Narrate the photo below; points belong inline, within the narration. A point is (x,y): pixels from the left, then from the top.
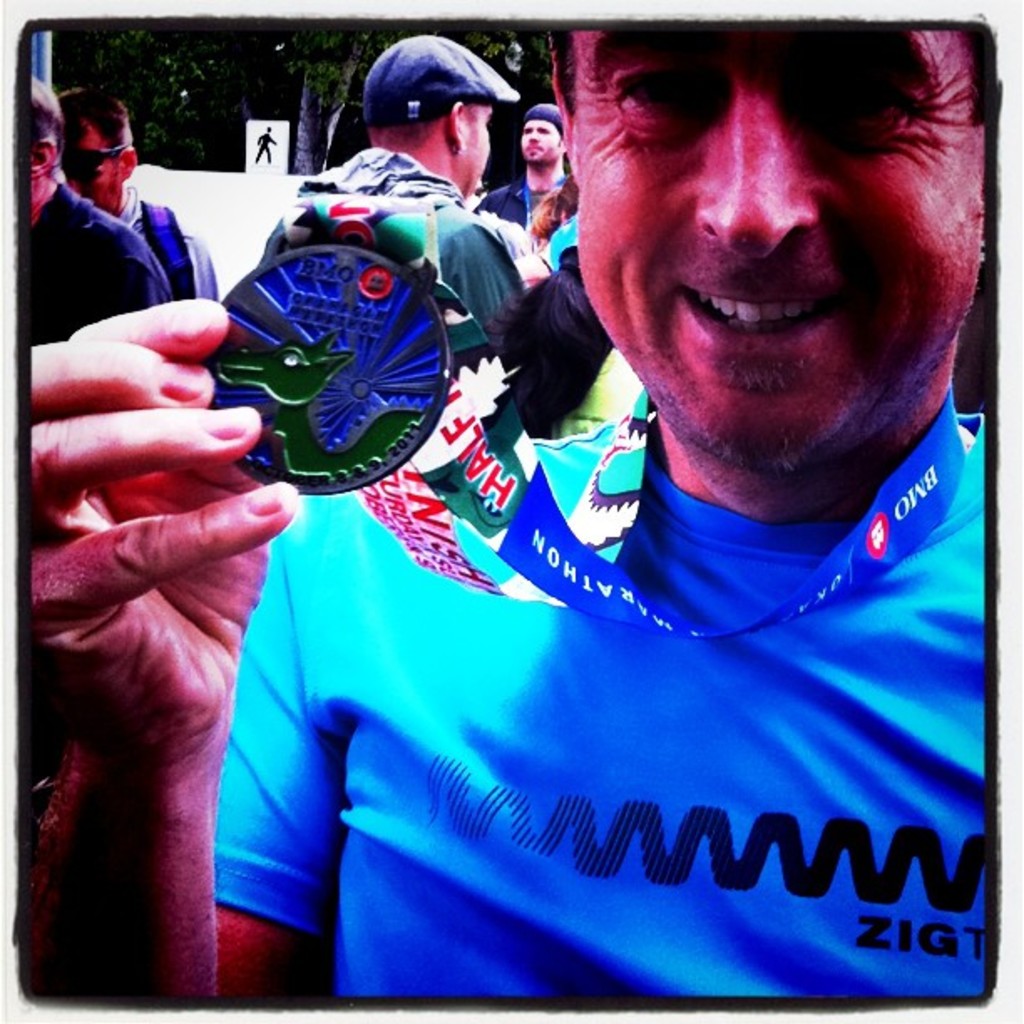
In the image we can see a man (759,767) standing, wearing clothes (759,733) and he is smiling. He is holding a medal (238,323) in his hand (186,341). Behind him there are other people (98,202) wearing clothes (332,176) and some of them are wearing a cap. Here we can see a board (276,149), pole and leaves (216,58).
